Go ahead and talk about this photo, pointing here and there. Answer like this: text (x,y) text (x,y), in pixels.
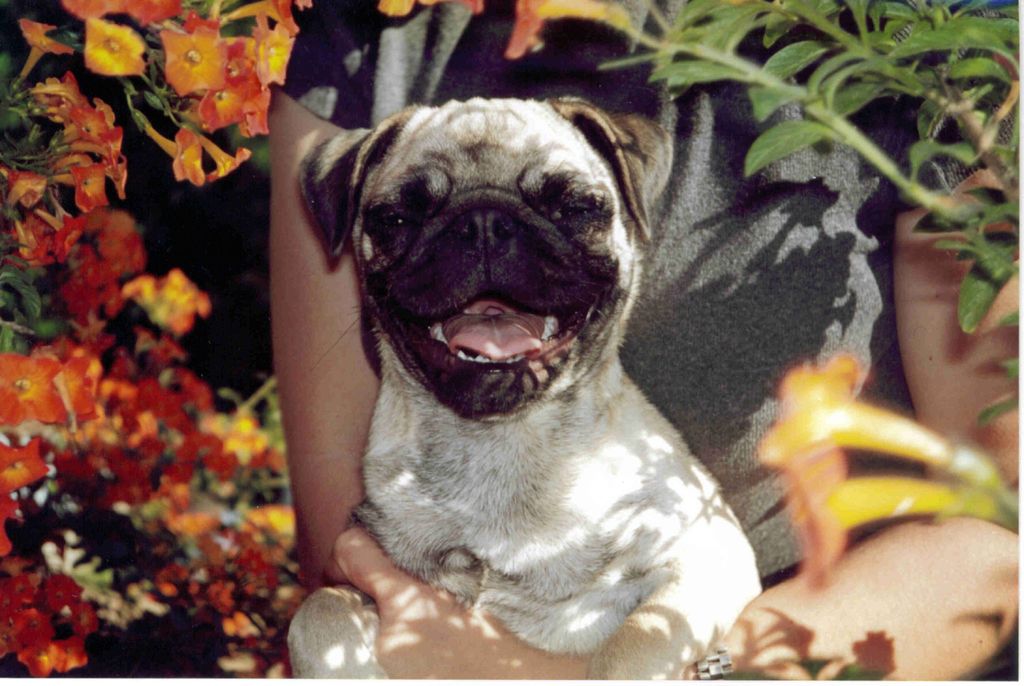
In the picture there is a person (872,278) holding a dog (434,268) with the hands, beside there are flowers (251,13) present to the plants (152,389).
